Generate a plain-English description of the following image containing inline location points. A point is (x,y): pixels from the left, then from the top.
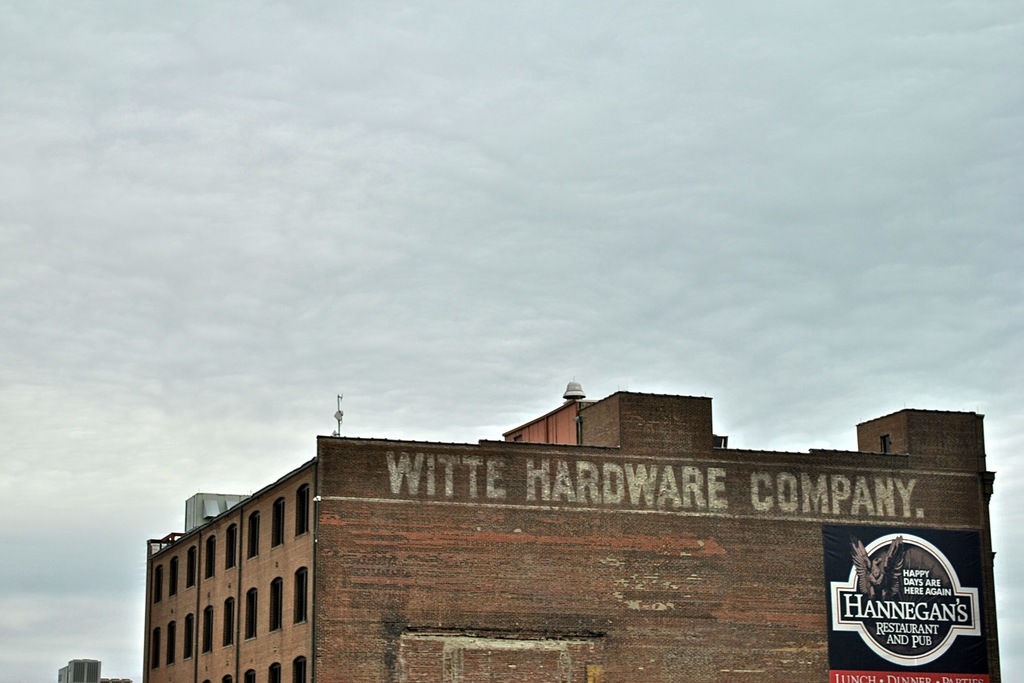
In the given picture, we can see a building (489,517) included with some text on the wall (586,588), after that towards the right (873,584), we can see a poster (857,571) included with some text (907,611) and finally we can see the sky (378,236).
